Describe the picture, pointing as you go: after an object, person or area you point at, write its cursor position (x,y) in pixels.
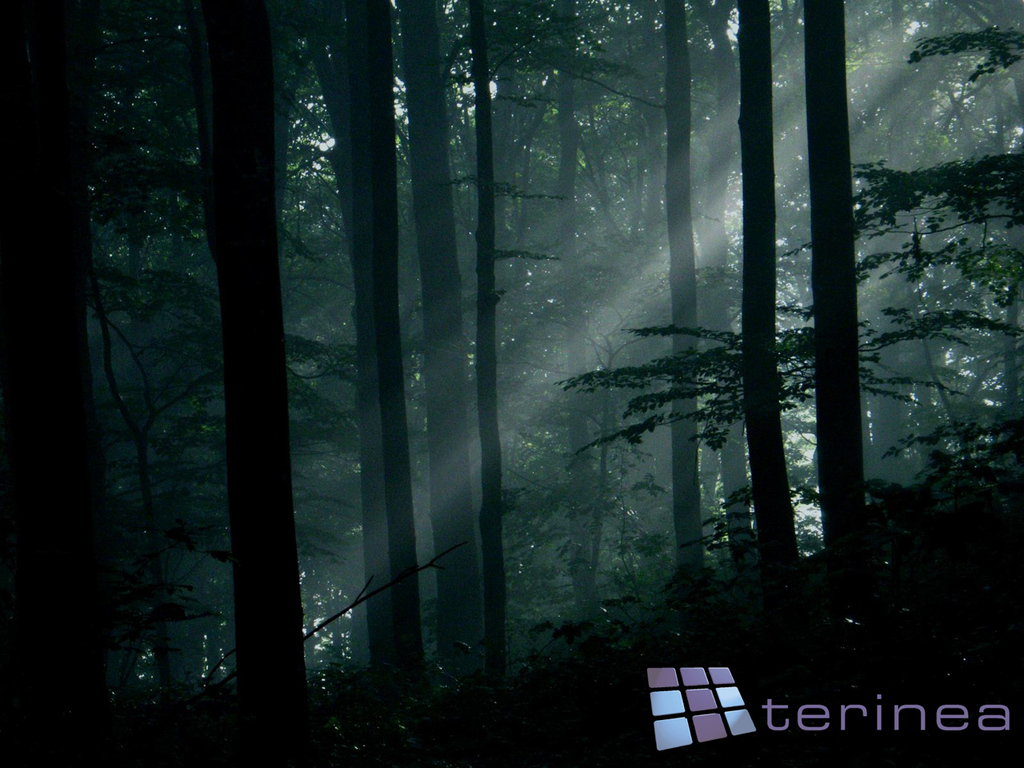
In this picture there are trees (583,380) in the image.
